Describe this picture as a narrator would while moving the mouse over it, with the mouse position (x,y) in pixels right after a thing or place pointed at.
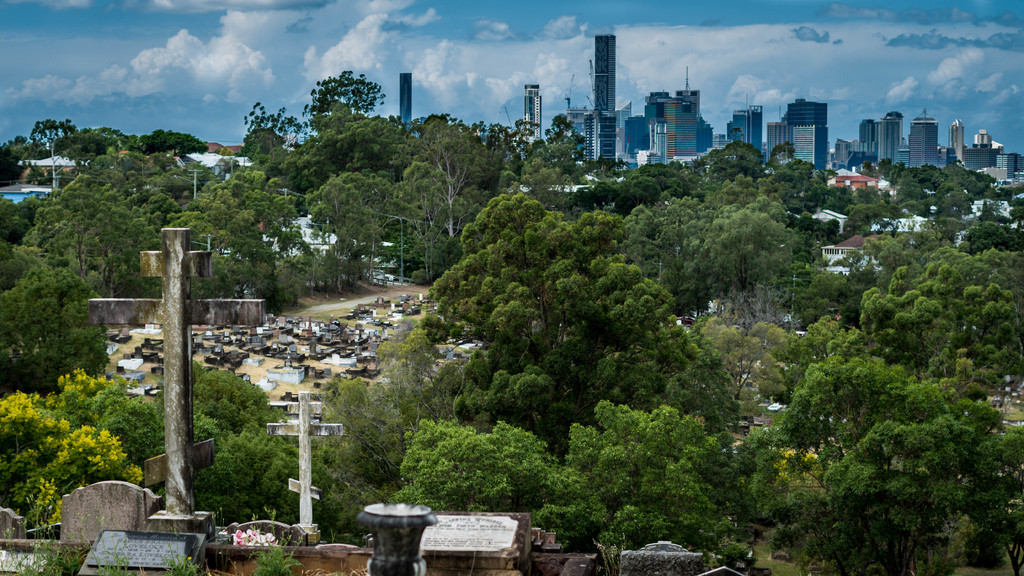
In this image, we can see so many trees (499,316), houses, buildings (1014,174), poles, plants (67,414), grass (765,553), some objects (315,356). Top of the image (631,57), there is a cloudy sky (339,69).
